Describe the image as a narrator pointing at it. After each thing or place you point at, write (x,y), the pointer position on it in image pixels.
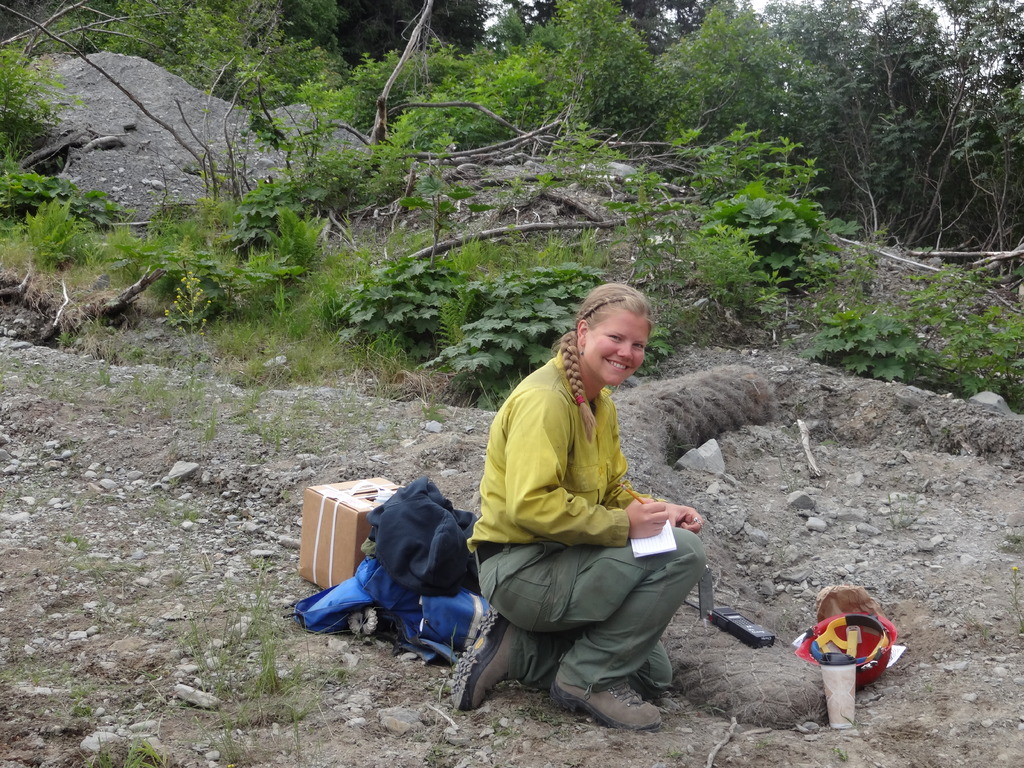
This person (530,521) is smiling. On the ground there is a cardboard box (343,504), helmet (825,643) and things (748,625). Background (304,280) there are plants (533,261) and trees (540,91).
